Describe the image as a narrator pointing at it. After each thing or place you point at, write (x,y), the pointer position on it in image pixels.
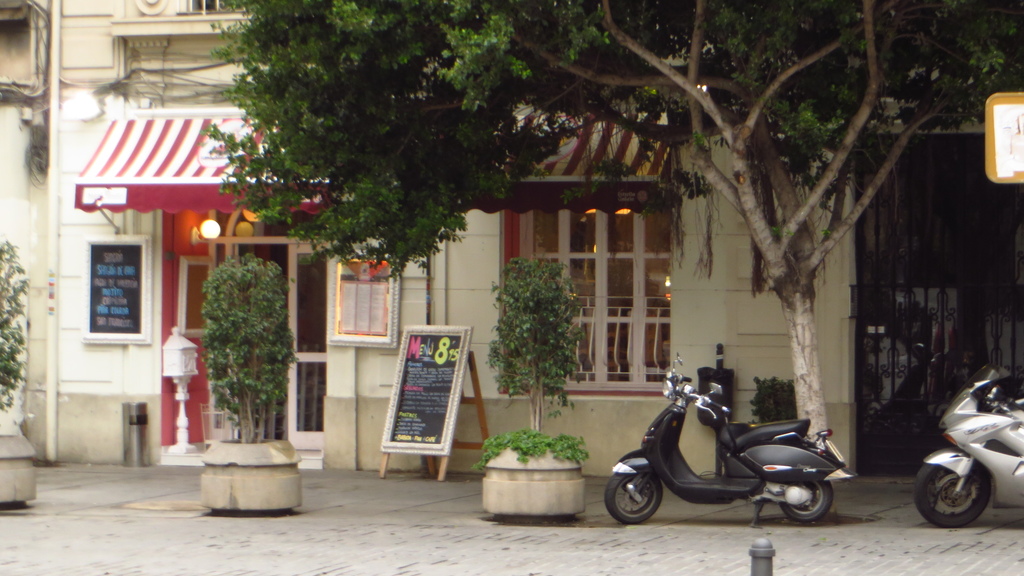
In the given picture, We can see small restaurant (745,241) and i can see a light (209,230) and also i can see exit (243,247) and also i can see the gate (229,245) from where we can get access to get inside after that we can see a menu (437,428) which is displayed outside the restaurant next they are two vehicles (821,447) which are parked finally i can see a shed (186,125) and gate (995,230) which is available.
